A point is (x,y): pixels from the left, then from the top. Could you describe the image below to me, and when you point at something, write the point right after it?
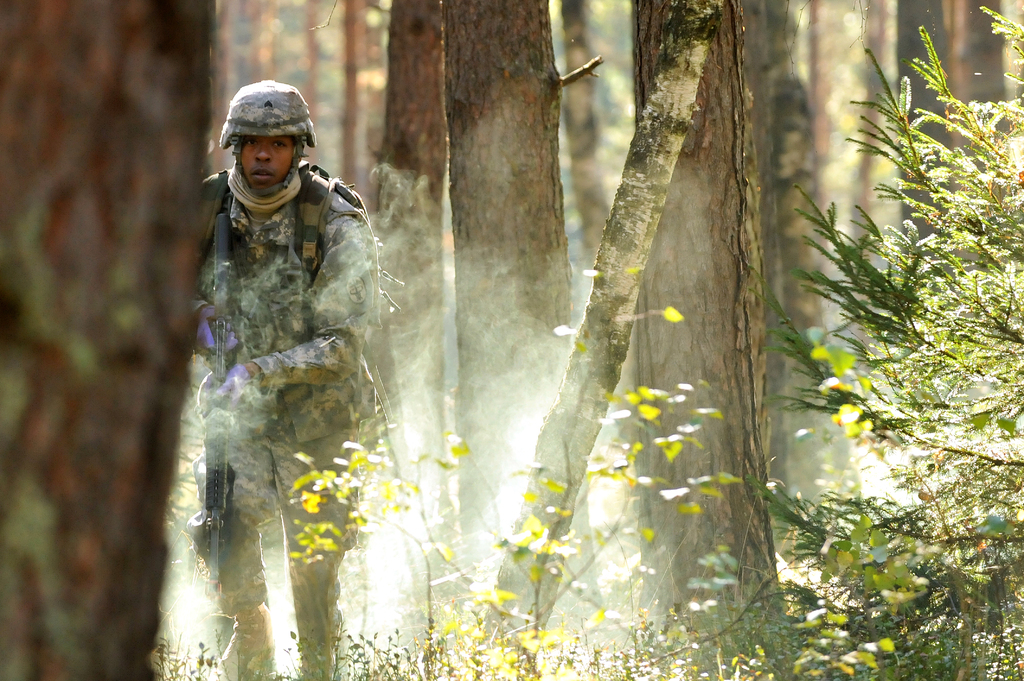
On the left side of the image (115,308) there is a tree trunk (127,407). Beside the trunk (142,663) there is a man (285,290) with uniform (297,274), helmet (262,108) in his head (294,142) and he is holding a gun (212,455) in his hand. On the right side of the image (956,336) there are plants (936,505) with leaves (869,421). In the background (567,296) there are tree trunks (567,250).
